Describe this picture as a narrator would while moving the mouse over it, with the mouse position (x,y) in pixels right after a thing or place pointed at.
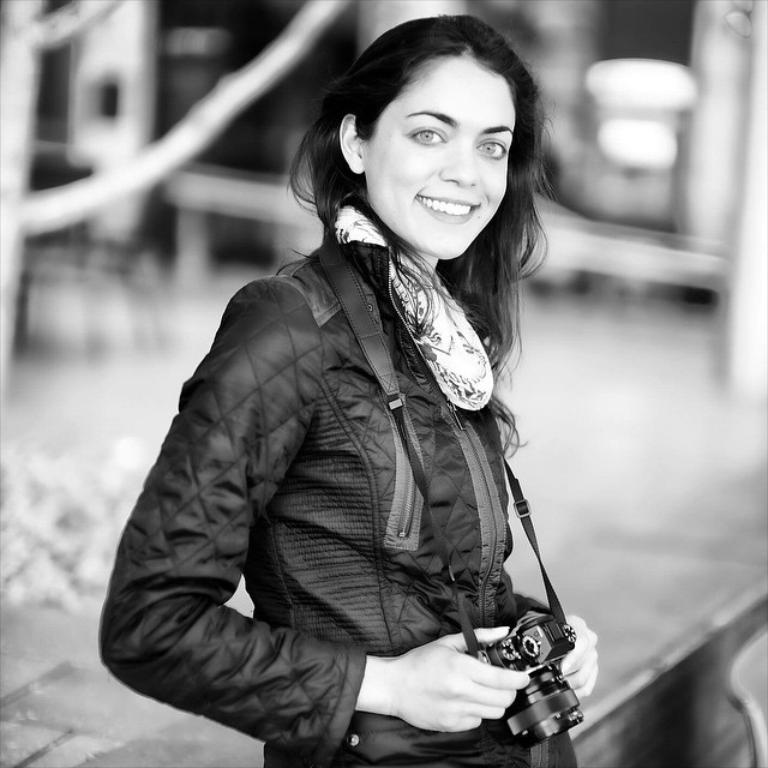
In this picture we can see a woman (395,583) standing and smiling, she is holding a camera (536,644), there is a blurry background (667,213), it is a black and white picture.
